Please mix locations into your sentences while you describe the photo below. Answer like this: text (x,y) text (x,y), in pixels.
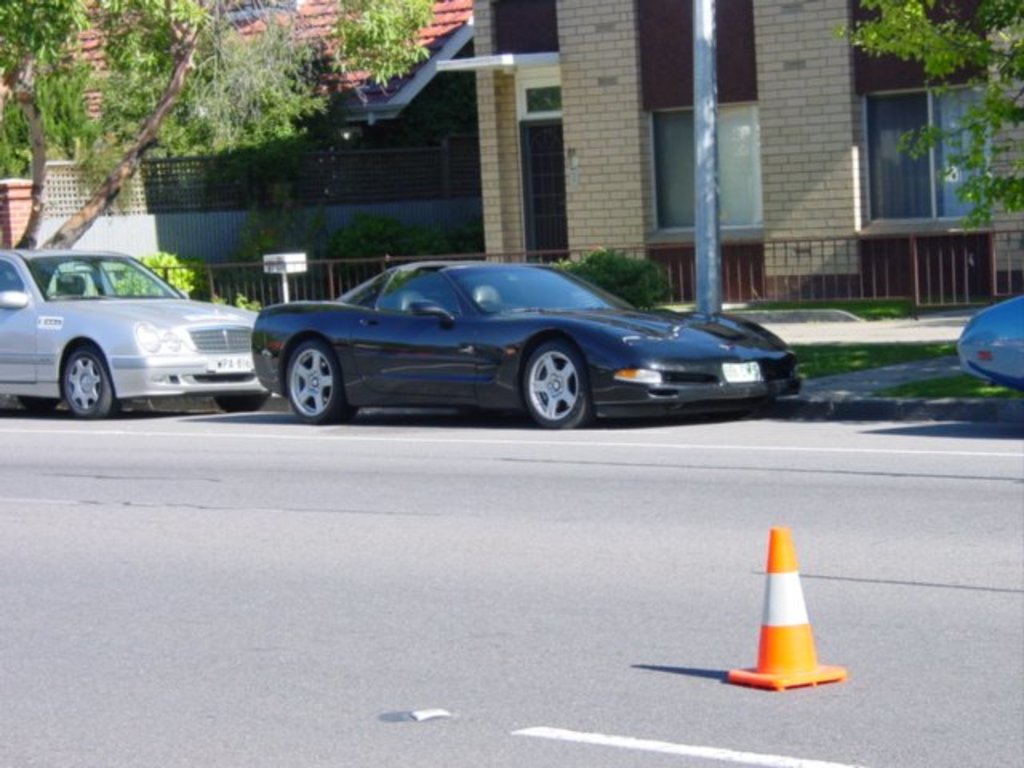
In this image there are cars (584,395) on the road (763,470). There is a traffic cone (789,633). There is a metal fence (440,260). There is a pole (706,202). In the background of the image (544,137) there are buildings (865,77), trees (316,76).
